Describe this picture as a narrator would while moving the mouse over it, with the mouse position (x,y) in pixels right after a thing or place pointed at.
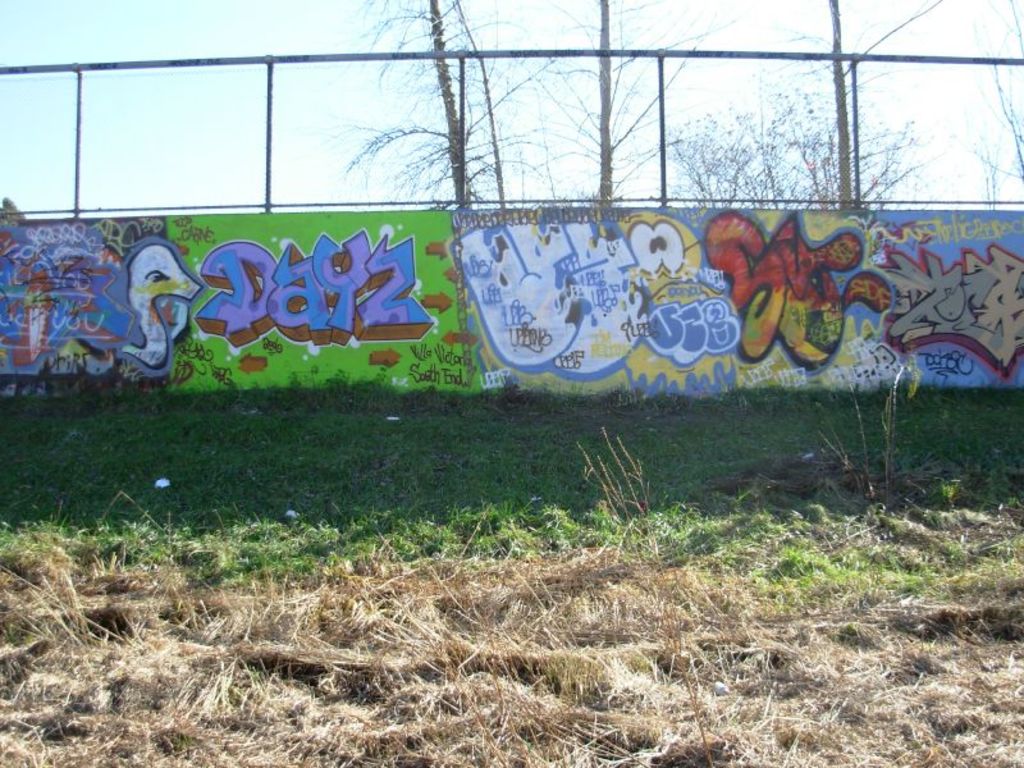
In this image we can see a wall (526,371) and a fencing (861,194) is attached to the wall (523,214). On the wall (500,297) we can see the paintings (396,295). Behind the wall (367,259) we can see the trees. At the top (348,184) we have the sky (357,175). We can see the grass (409,444) at the bottom (686,528).
